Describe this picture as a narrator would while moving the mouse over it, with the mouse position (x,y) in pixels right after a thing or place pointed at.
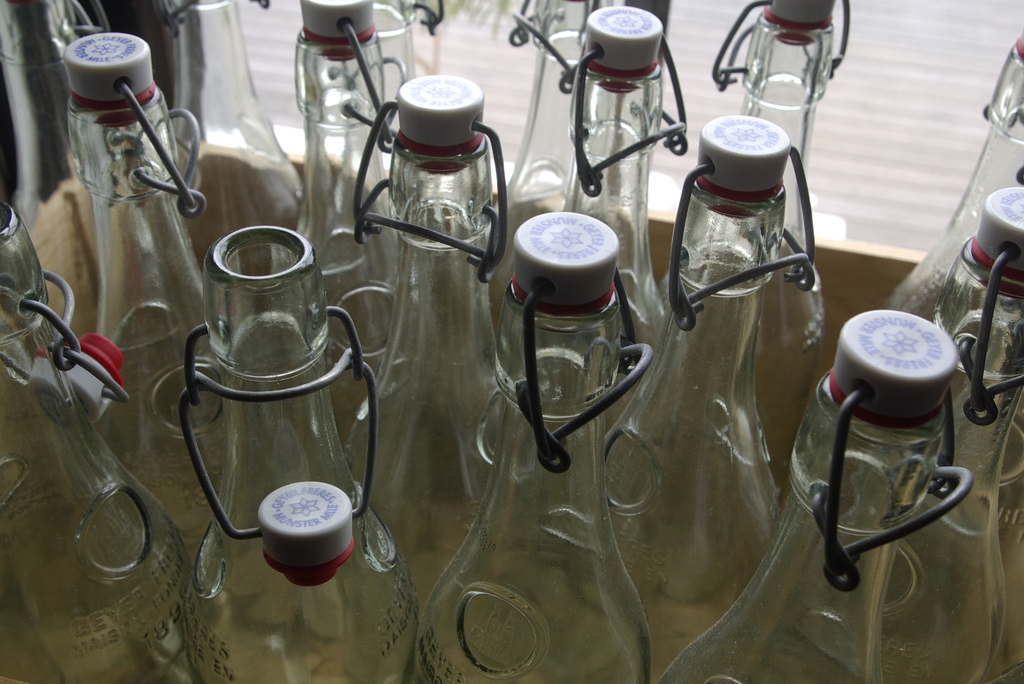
In this picture there are several glass bottles (309,599), among them one of the bottle (295,406) is opened.
